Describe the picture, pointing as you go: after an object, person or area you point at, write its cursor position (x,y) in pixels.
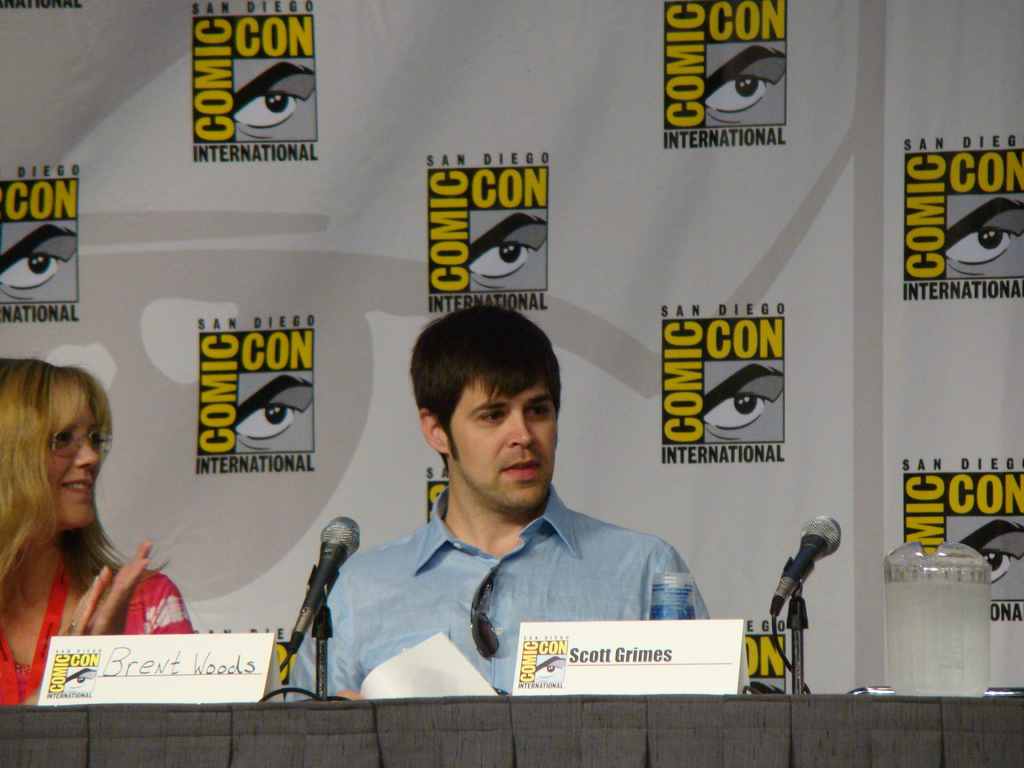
In this picture we can observe a man (454,540) and a woman (126,568) sitting in front of a table (358,722) on which we can observe white color name boards (189,679), mics (312,603) and glass jar (924,638). In the background (344,250) there is white color cloth (184,248).
